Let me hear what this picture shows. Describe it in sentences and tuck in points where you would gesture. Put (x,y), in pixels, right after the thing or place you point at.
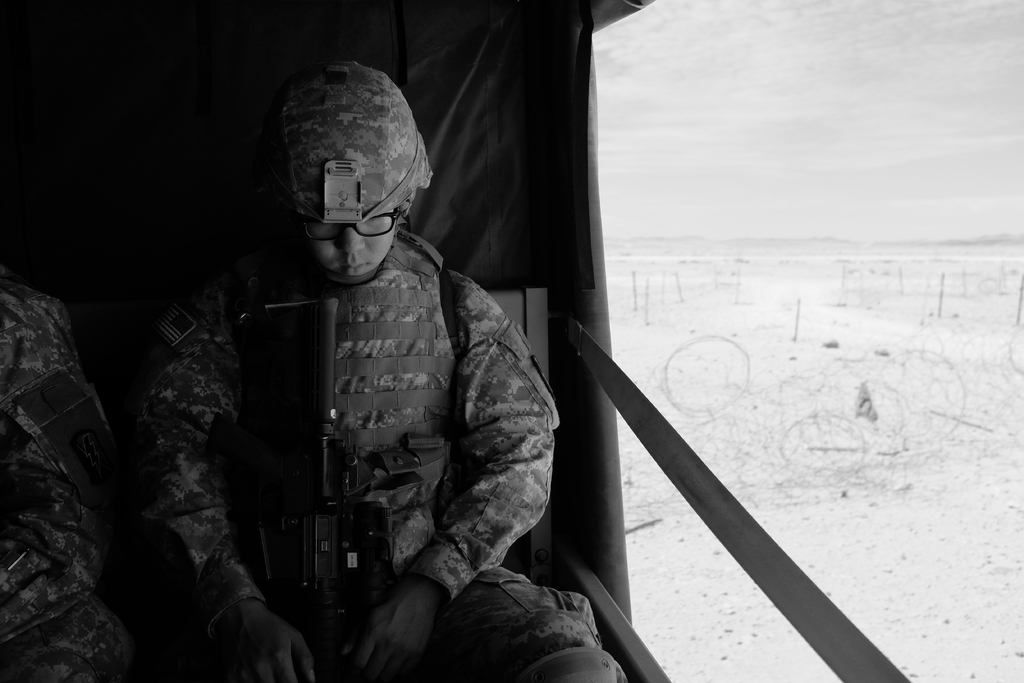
This looks like a black and white image. I can see two people (162,440) sitting in a vehicle (496,295). I think this is a weapon (313,527). This is the sky (887,120).
